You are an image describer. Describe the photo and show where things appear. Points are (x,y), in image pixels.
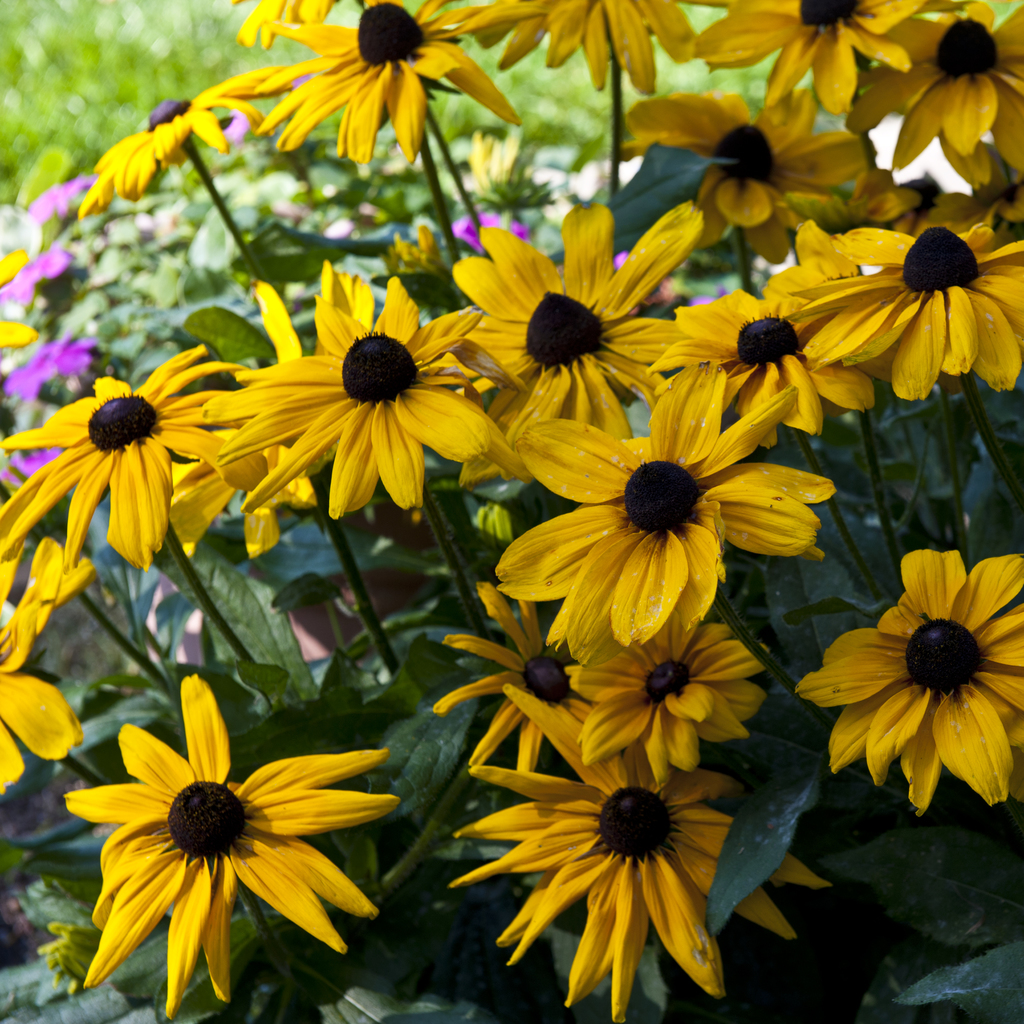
In this image we can see flowers (352,458) and plants (324,527).
